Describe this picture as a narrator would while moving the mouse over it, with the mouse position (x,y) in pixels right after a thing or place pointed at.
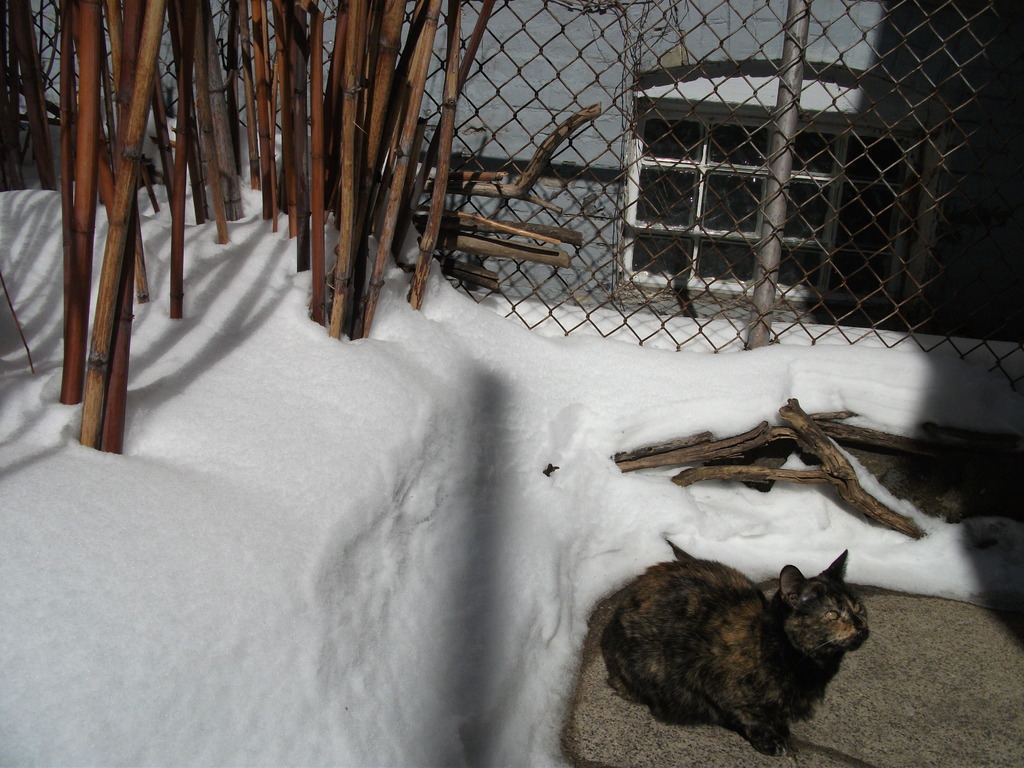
In this image, we can see a cat (767,635), logs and sticks (318,116). In the background (714,115), there is a mesh (750,130) and we can see a window (737,187) on the wall (551,90). At the bottom (255,540), there is snow (254,508).
